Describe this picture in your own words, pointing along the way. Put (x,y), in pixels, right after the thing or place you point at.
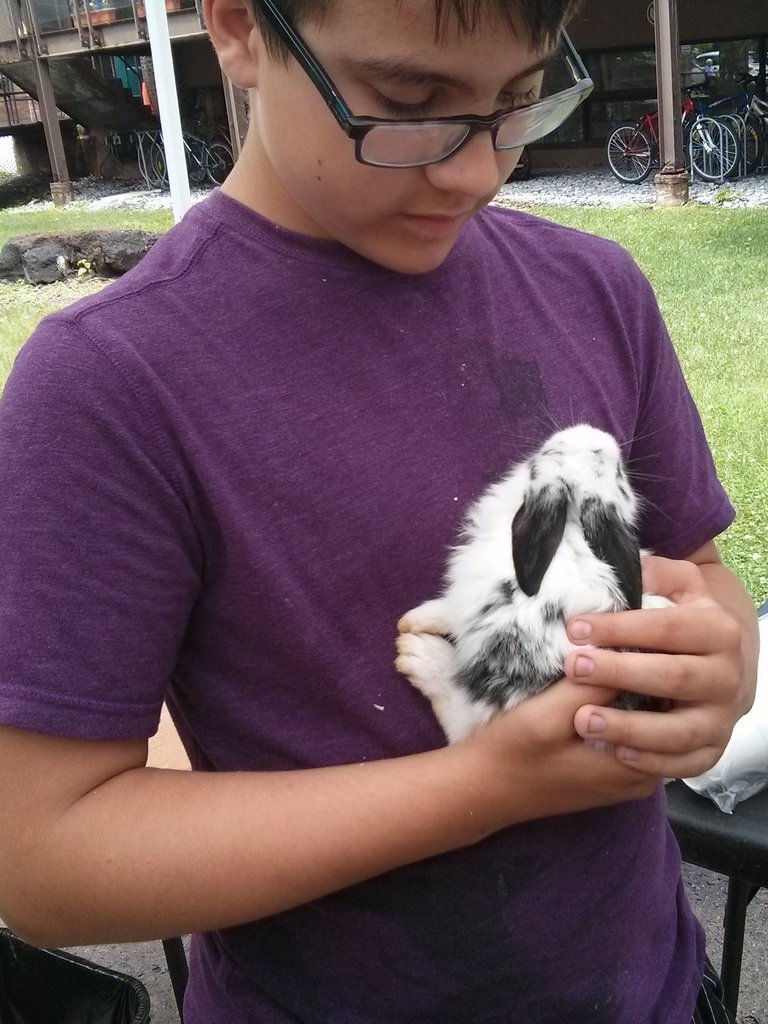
In this image in front there is a person (17,574) holding the rabbit (509,701). Behind him there are chairs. At the bottom of the image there is pavement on the surface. In the background of the image (760,112) there are cycles (634,154), buildings (15,22).
